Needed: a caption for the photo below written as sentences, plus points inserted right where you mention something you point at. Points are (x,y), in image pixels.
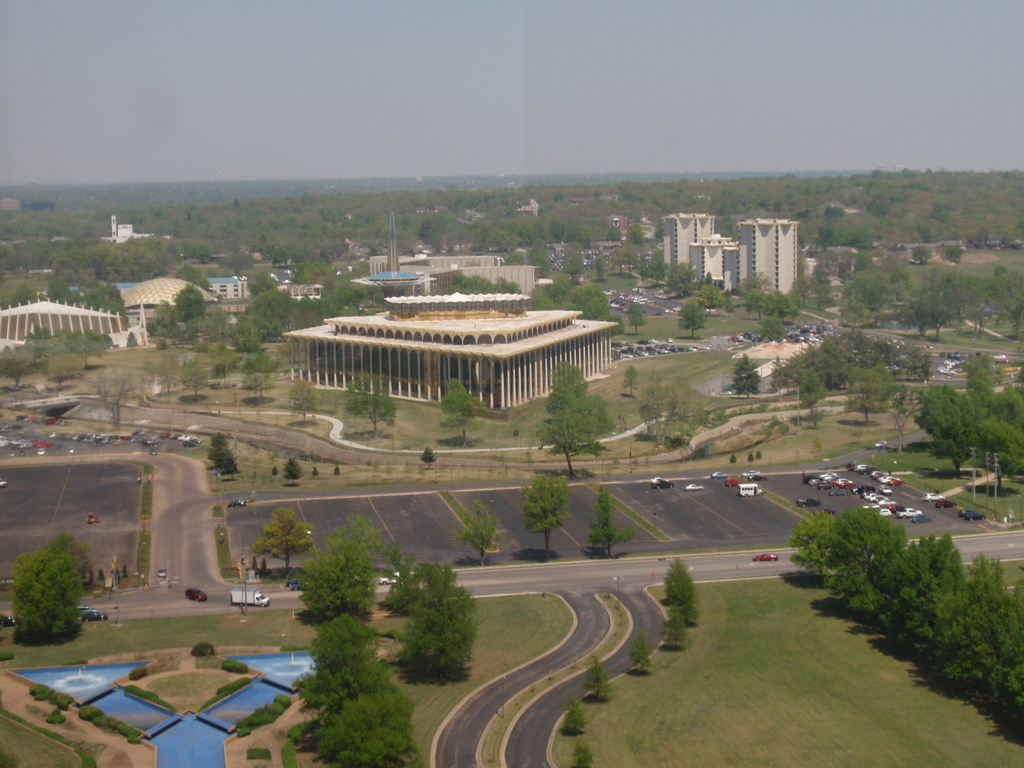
This is an aerial view and here we can see buildings (102,322), towers (720,279), trees (522,180), poles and there are vehicles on the road (481,591) and there is water (143,711). At the top (508,91), there is sky (442,61).
